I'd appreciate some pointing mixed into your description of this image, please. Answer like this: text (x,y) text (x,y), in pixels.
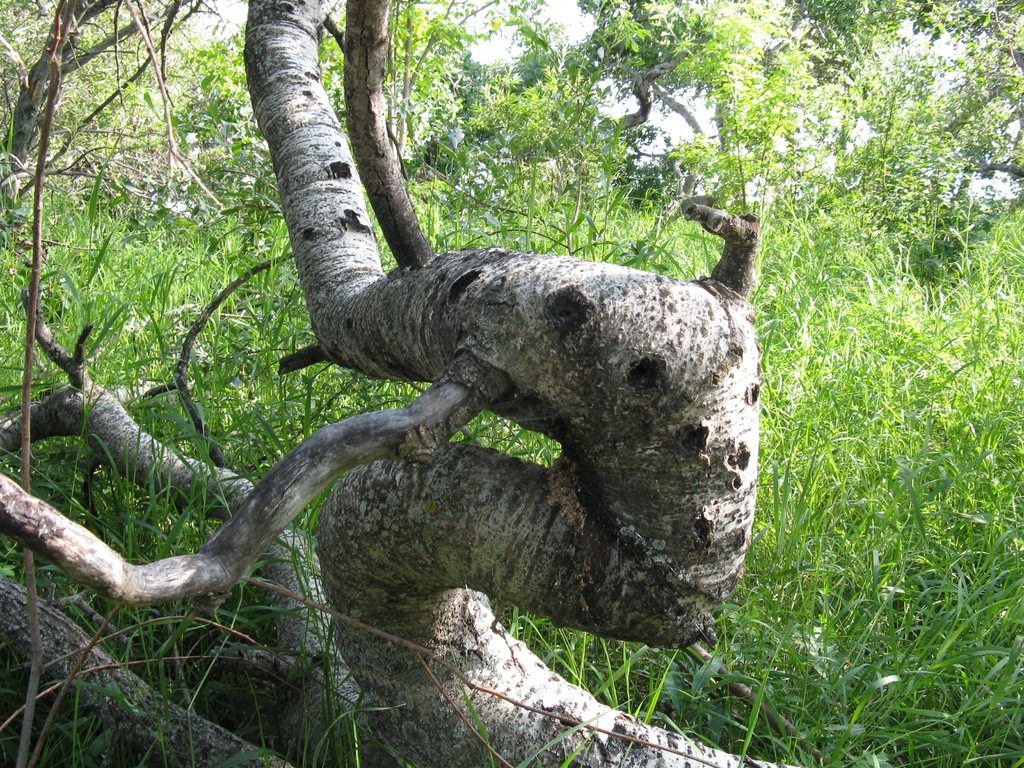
The picture consists of trees (495,377). In the foreground of the picture (340,473) there is a trunk (535,504) of a tree (645,428).
